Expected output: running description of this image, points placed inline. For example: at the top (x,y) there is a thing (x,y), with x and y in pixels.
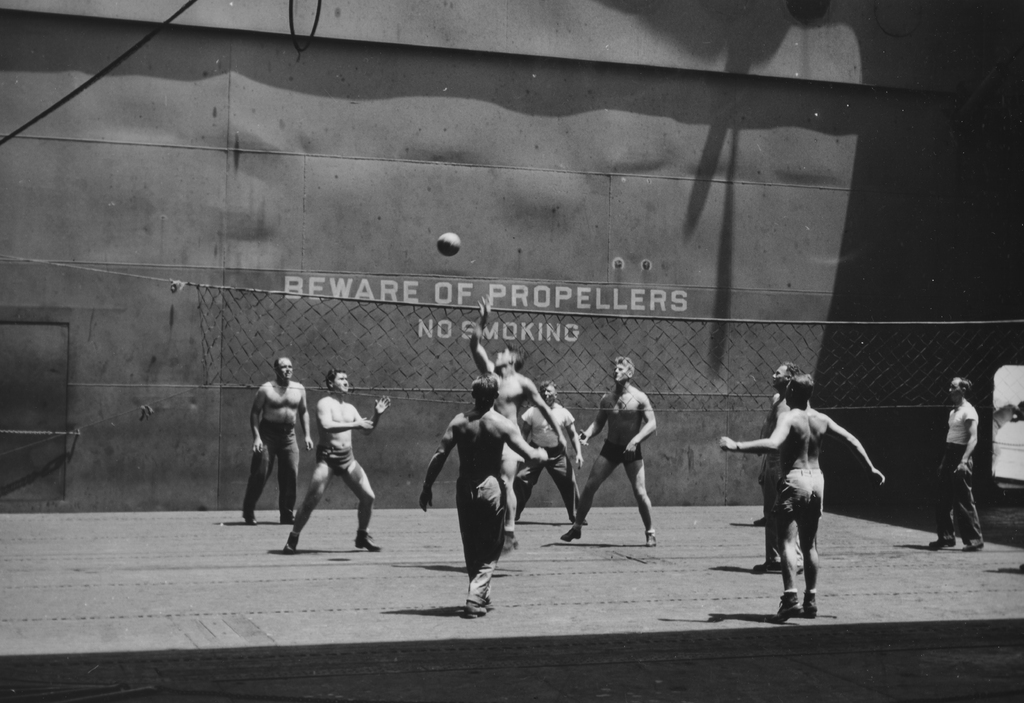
In this image I can see number of people (468,472) are standing on the ground (723,578) and I can see a ball (447,247) over here. In the background (418,282) I can see a net (317,308), a rope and the surface (430,156) on which there are few words (341,285) written.
